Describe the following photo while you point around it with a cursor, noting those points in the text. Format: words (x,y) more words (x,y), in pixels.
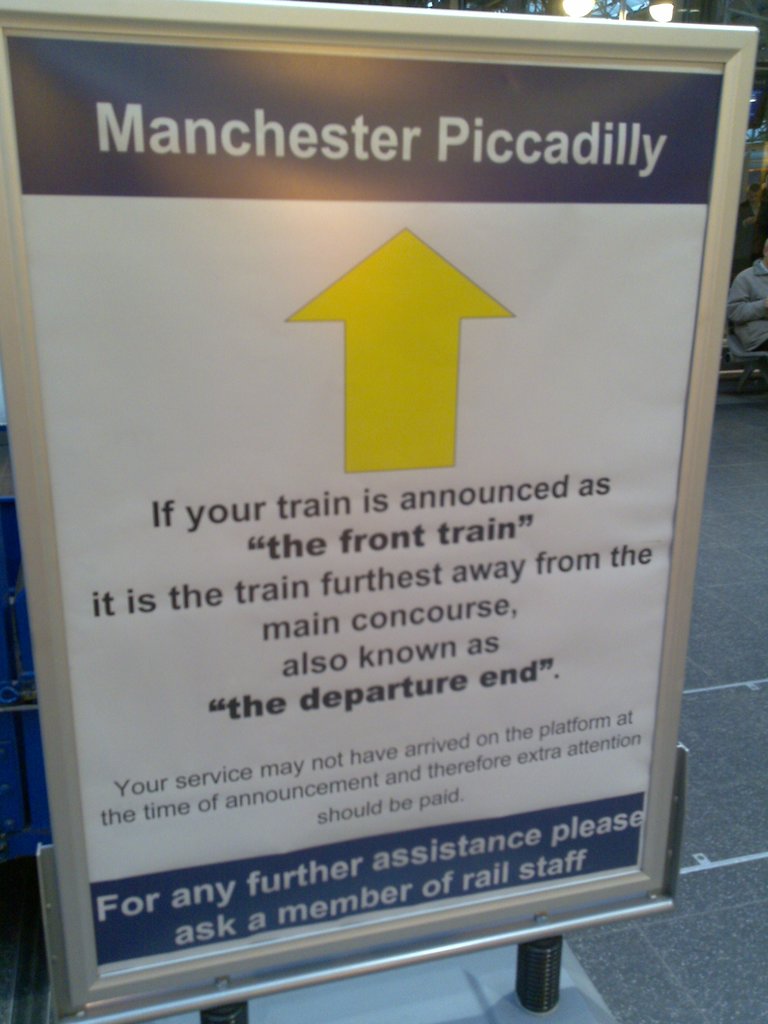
It is a notice board (420,584), showing an arrow mark (454,388) which is in yellow color.
